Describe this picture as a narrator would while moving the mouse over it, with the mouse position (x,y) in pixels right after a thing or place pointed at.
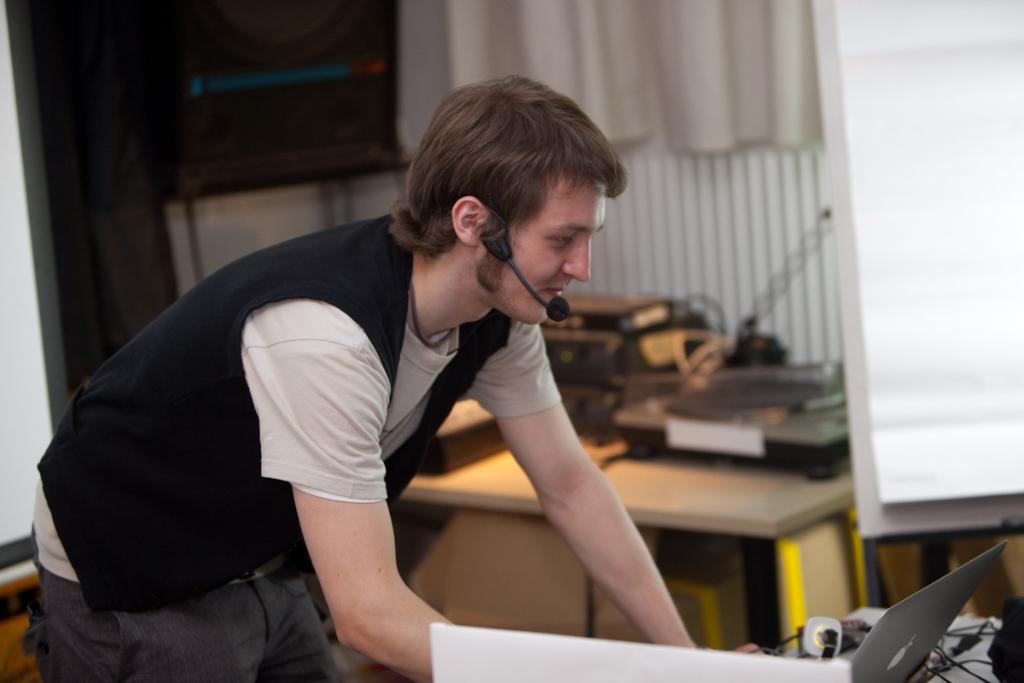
In this image at front (387,368) there is a person (413,431) standing in front of the table (990,624). On top of the table (880,617) there is a laptop (901,634) and few other objects (979,634). Behind the person (565,498) there is another table (646,492). On top of it there are few objects (737,354). At the back side (653,44) there are curtains (663,26) and we can see a speaker (233,77) beside the curtains (579,20).
